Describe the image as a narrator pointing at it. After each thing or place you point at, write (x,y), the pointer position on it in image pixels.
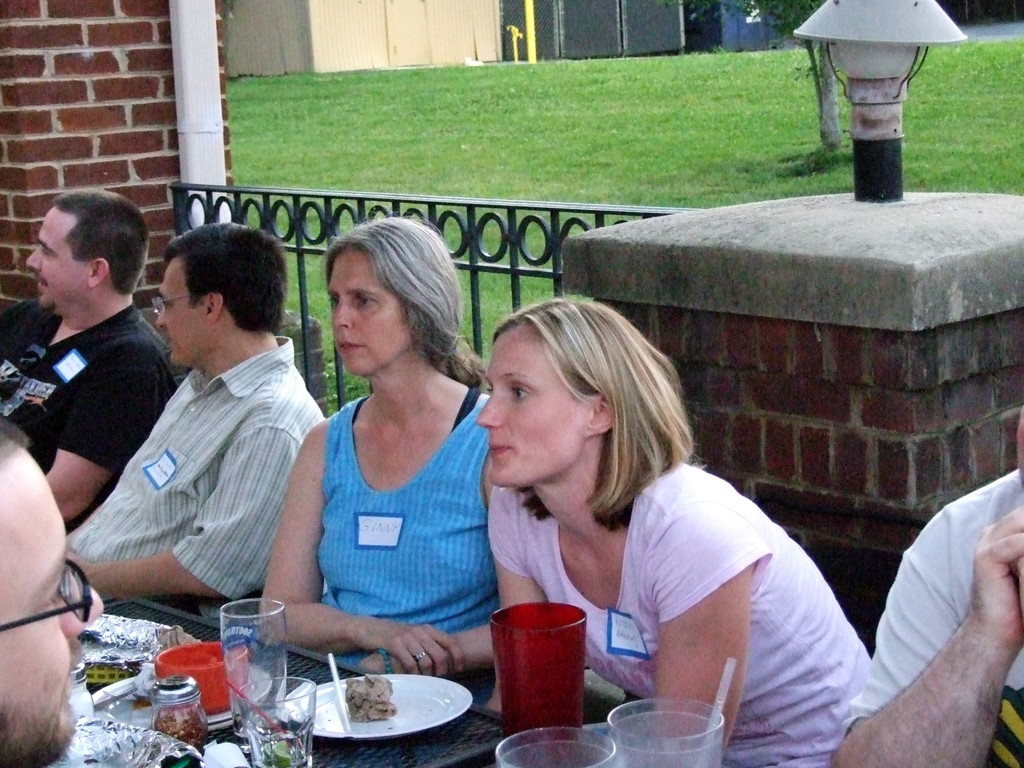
This picture is clicked outside. In the foreground (451,752) there is a table (466,738) on the top of which glasses (285,706), plates (434,701) and some food items (376,701) are placed and we can see the group of people (524,536) sitting on the chairs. In the background (720,242) we can see the guardrail (514,210), brick wall (148,127), green grass (618,137), a building (291,7) and some other items (866,111).
